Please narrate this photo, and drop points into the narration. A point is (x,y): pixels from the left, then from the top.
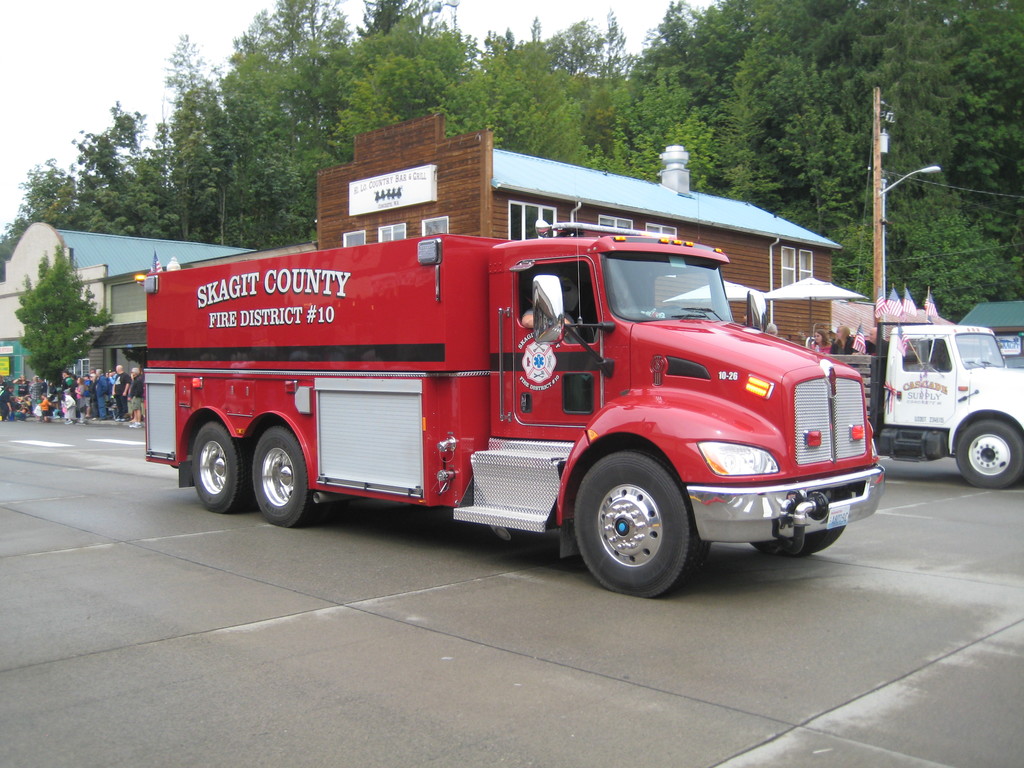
In the middle of the image (658,335) there are some vehicles (1009,455) on the road (983,489). Behind the vehicles (1019,444) there are some buildings (38,273) and poles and trees (291,175) and few people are standing. At the top of the image (19,71) there are some clouds (625,46) and sky (50,49).
